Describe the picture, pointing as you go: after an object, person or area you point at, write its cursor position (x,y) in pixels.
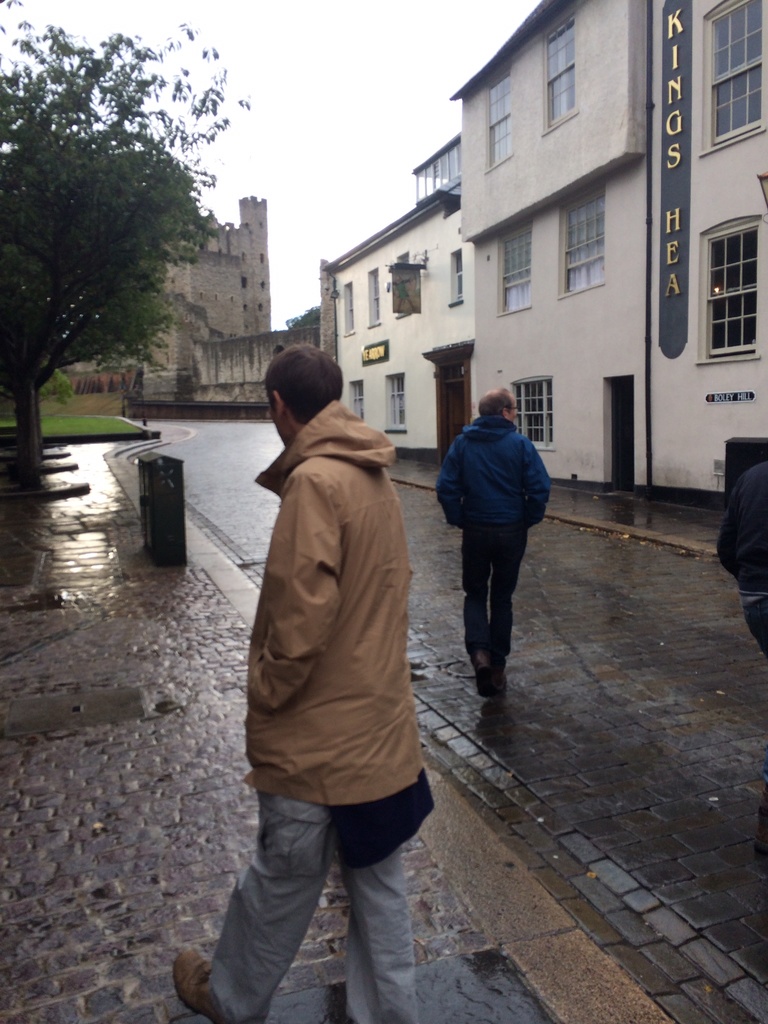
In this picture we can see three people (484,537) where two are walking on the road (415,670), trees (71,344), buildings (367,302) with windows (734,230) and in the background (331,69) we can see the sky (263,94).
